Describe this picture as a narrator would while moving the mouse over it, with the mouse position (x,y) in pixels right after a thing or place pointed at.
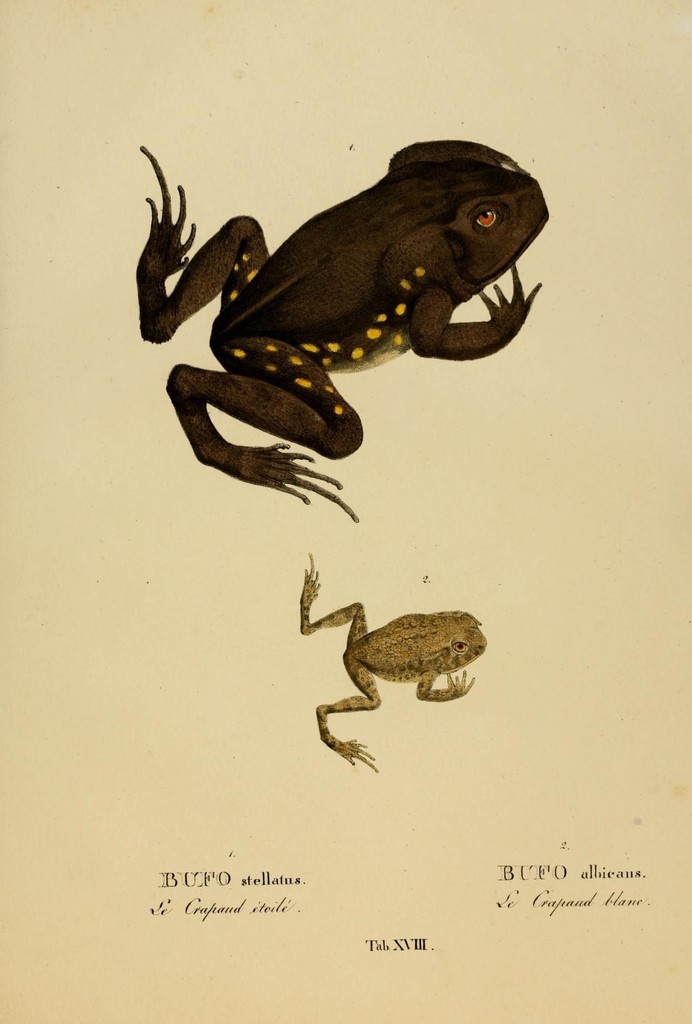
In this picture, we can see a poster (371,386) with some images (337,354), and some text (497,906) on it.
